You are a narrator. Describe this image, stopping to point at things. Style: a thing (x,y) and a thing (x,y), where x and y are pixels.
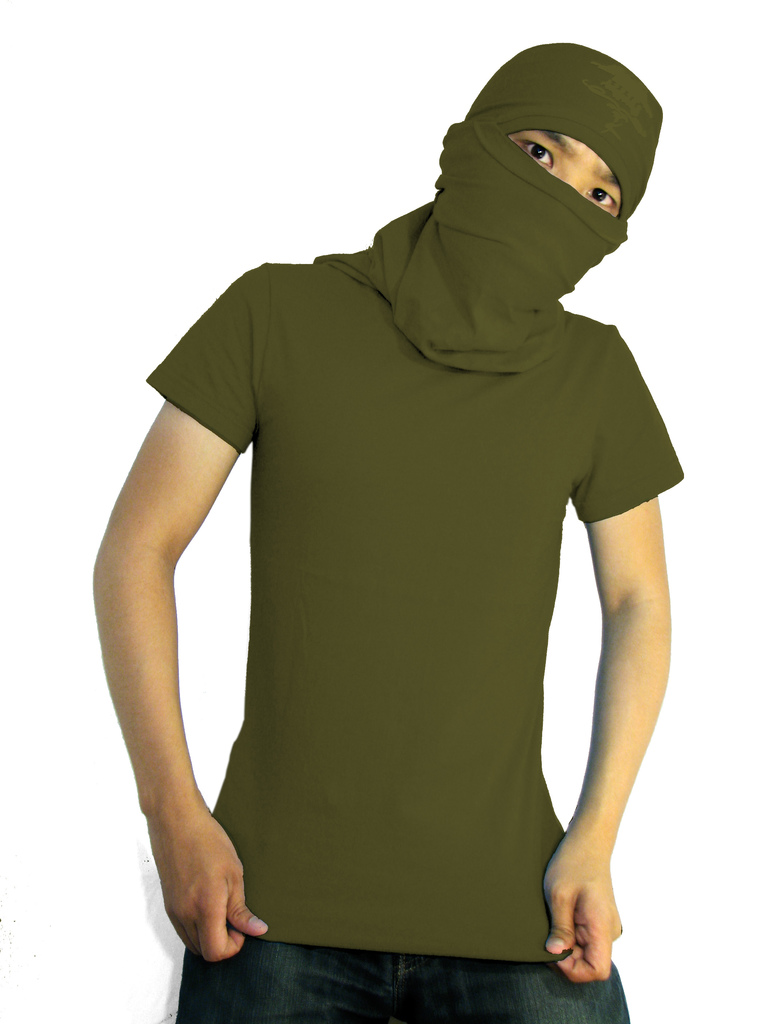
In this picture, we can see a person (449,348) with head-wear (459,185), and we can see the white background (687,382).
